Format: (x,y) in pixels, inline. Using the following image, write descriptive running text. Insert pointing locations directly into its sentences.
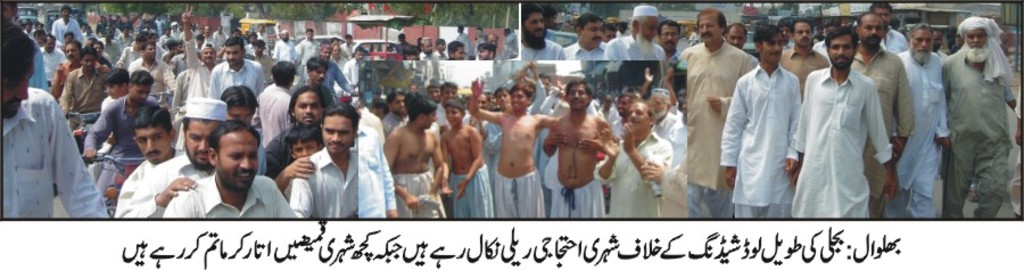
In this picture I can see at the bottom (323,231) there is text (884,239), in the middle (664,157) a group of people (385,163) are there, it looks like a photo collage.
